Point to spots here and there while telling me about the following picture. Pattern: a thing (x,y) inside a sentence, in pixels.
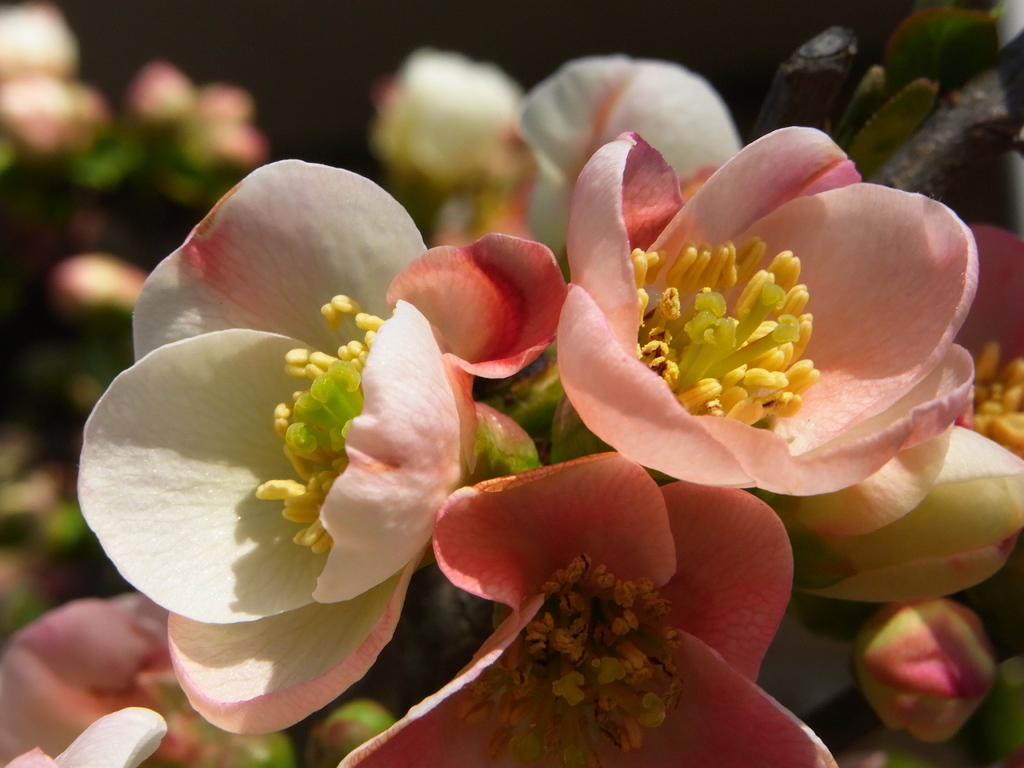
The picture consists of flowers (254,259), buds (516,425) and stem (915,170). The background (705,23) is blurred. In the background (120,126) there are flowers (90,128) and leaves (138,141).
